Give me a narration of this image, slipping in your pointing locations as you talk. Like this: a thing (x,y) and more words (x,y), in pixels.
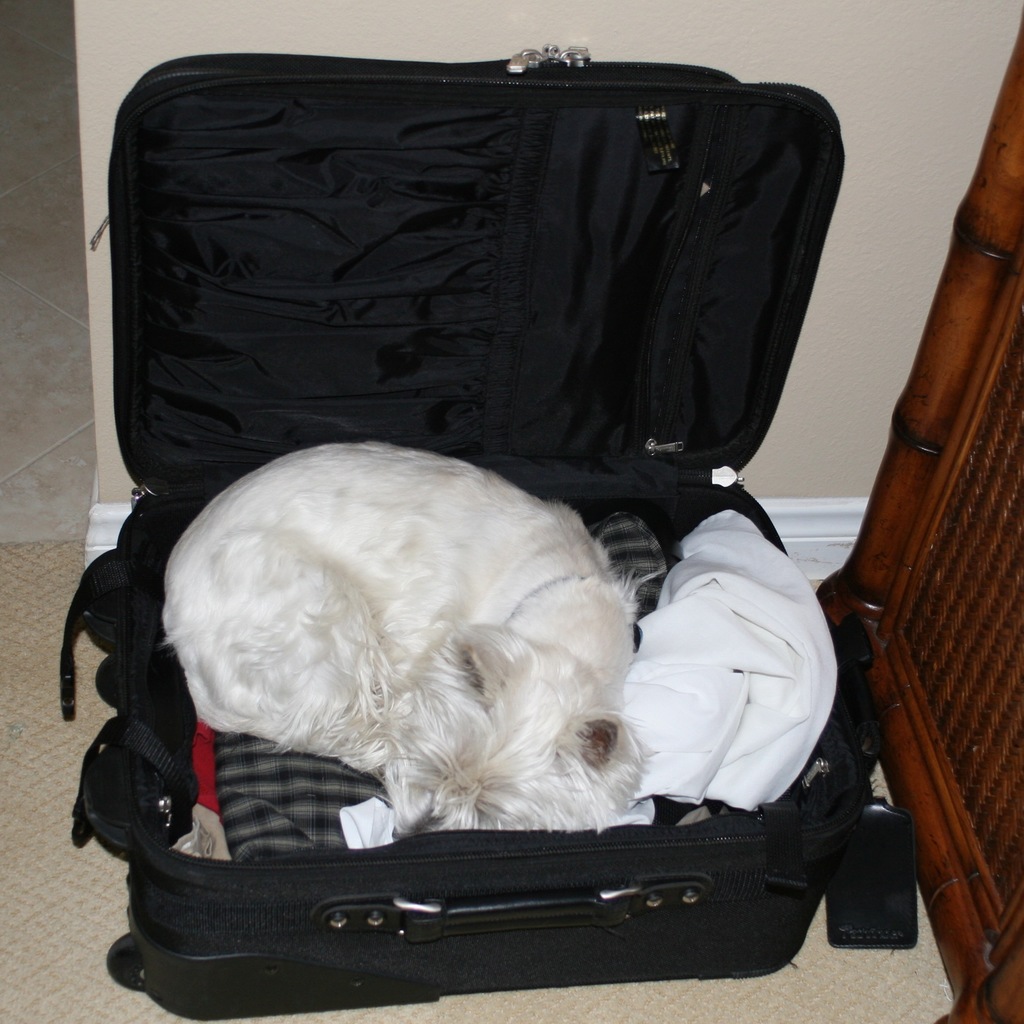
In this picture we can see dog (484,674) sleeping on clothes (199,784) placed in a suitcase (235,910) and aside to this we have wooden furniture (874,551) and in background (904,277) we can see wall (353,48).
